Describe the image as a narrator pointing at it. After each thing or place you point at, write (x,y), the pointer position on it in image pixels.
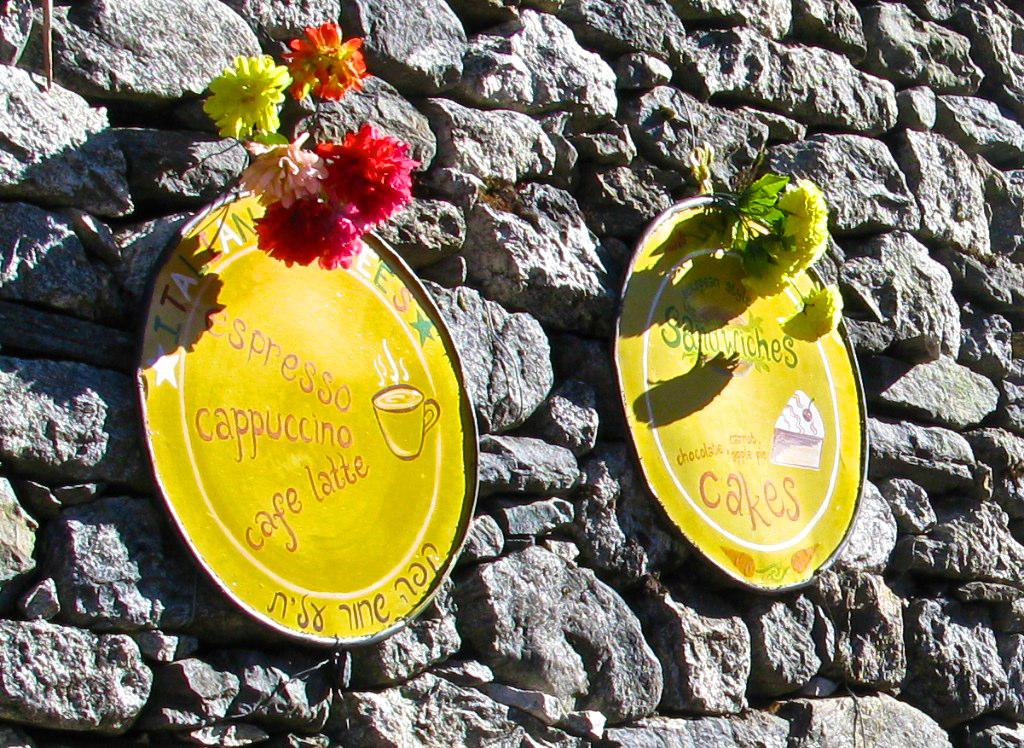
In this picture I can observe two yellow color boards (634,426) on the stone wall (505,189). I can observe flowers (364,185) which are in yellow, red, pink and orange colors in this picture.
